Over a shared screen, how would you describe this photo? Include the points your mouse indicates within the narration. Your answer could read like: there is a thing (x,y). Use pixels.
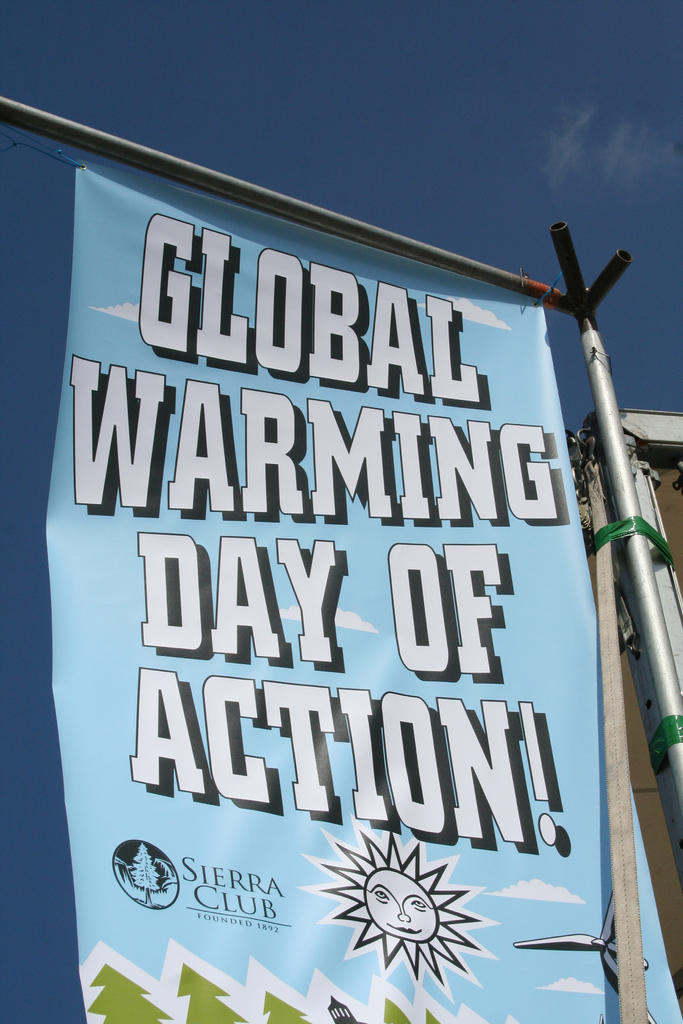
This picture is clicked outside. In the center (285,484) we can see the text (295,740) and some pictures (323,986) on the poster (105,484) hanging on the metal rod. On the right corner (608,451) we can see the metal rod (612,470) and some other objects (570,458). In the background (480,107) we can see the sky (387,176).
